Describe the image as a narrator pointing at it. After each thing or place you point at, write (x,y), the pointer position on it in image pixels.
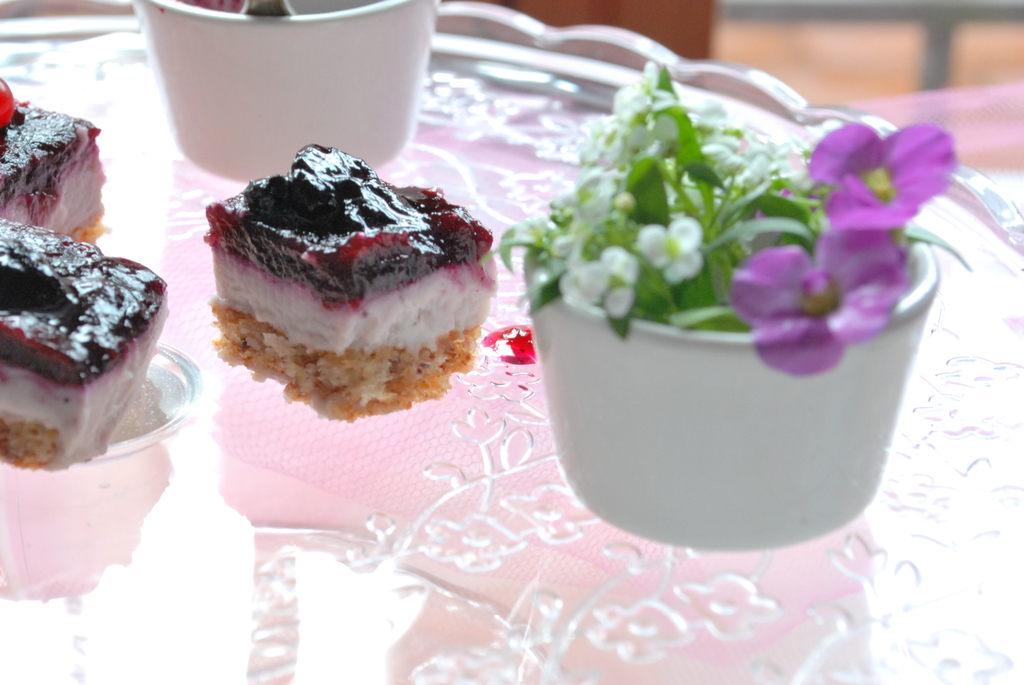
In this picture we can observe pieces of cake (105,315) placed on the glass table (418,491). We can observe a small flower pot (686,373) which is in white color, placed on this glass table (486,483). We can observe a white color bowl (272,93) here. The background (695,24) is completely blurred.
